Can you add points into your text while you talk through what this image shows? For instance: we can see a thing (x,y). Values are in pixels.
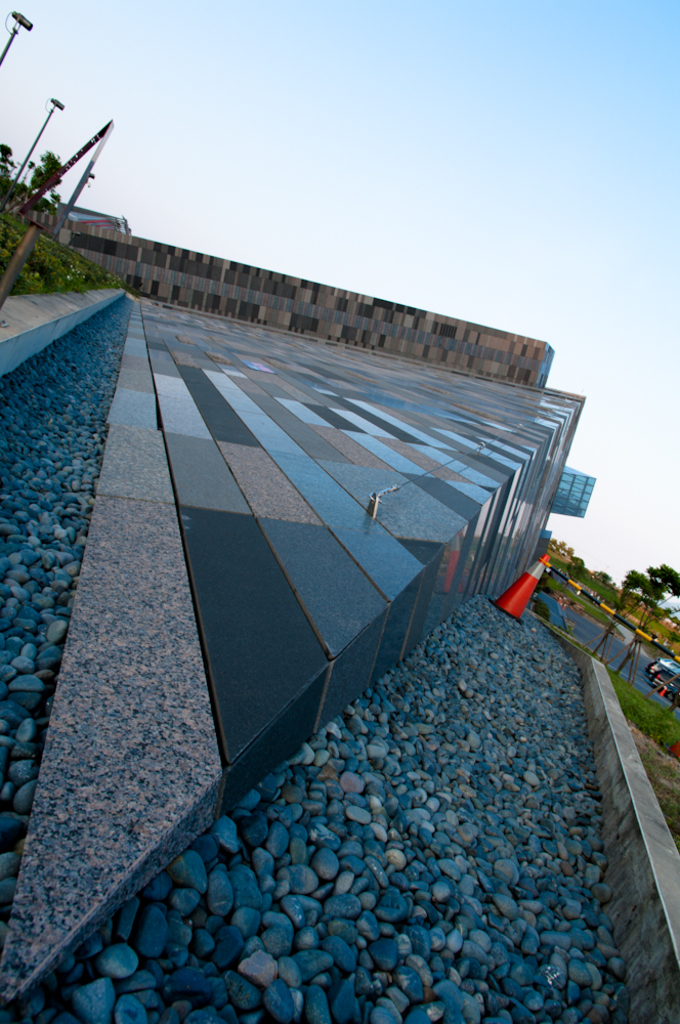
In this picture we can see a building (365,520), stones (308,917), traffic cone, poles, grass (36,258), trees (50,155), and a vehicle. In the background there is sky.
